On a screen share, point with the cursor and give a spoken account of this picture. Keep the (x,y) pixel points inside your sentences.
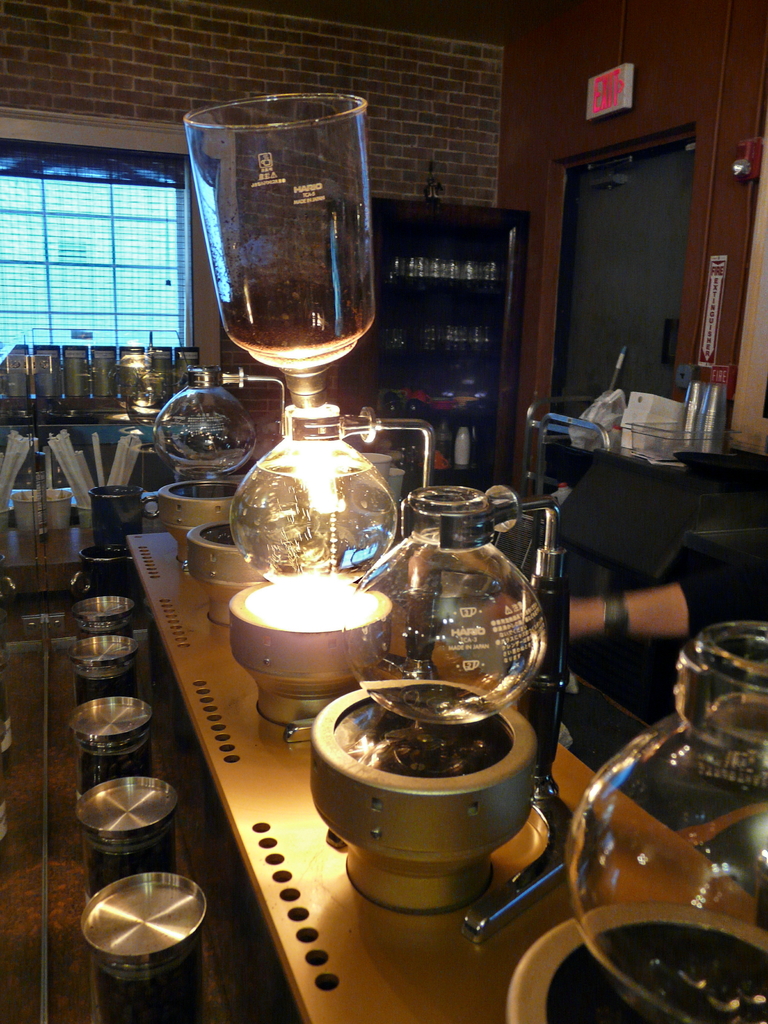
In this image I can see the brown colored table (301,869), few glass jars (112,879), few coffee brewers (487,608) and a light (316,467). In the background (353,367) I can see the wall (394,103), a rack (431,245) with few glass objects (471,269) in them, an exit board (614,81), the door (627,298), the window (113,241) and few other objects (627,421).
